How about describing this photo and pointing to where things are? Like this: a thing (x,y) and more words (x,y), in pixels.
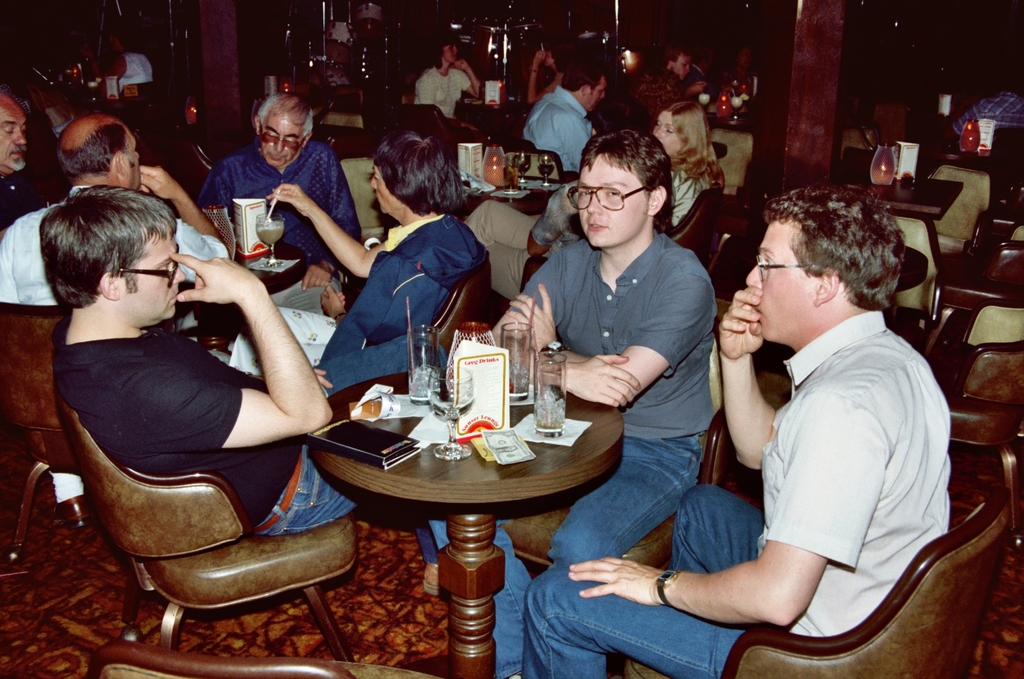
It seems to be the image is inside the restaurant (186,133). In the image there are group of people (724,351) sitting on chair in front of table (515,410). On table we can see a glass (562,380), money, card (481,361), book (373,431), wallet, candle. In background (811,71) we can see two pillars (811,37) on right side (814,46) and left side (235,58).
